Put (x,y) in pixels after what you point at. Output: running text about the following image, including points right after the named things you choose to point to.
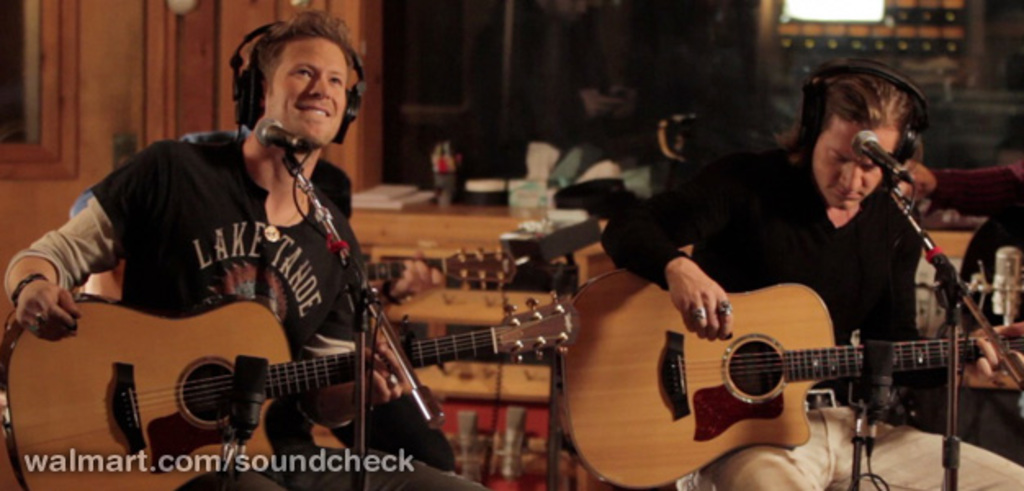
As we can see in the image, there are two persons (157,225) holding guitars (186,390) in their hands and there are mics (297,176) over here. behind them there is a table (439,214).
